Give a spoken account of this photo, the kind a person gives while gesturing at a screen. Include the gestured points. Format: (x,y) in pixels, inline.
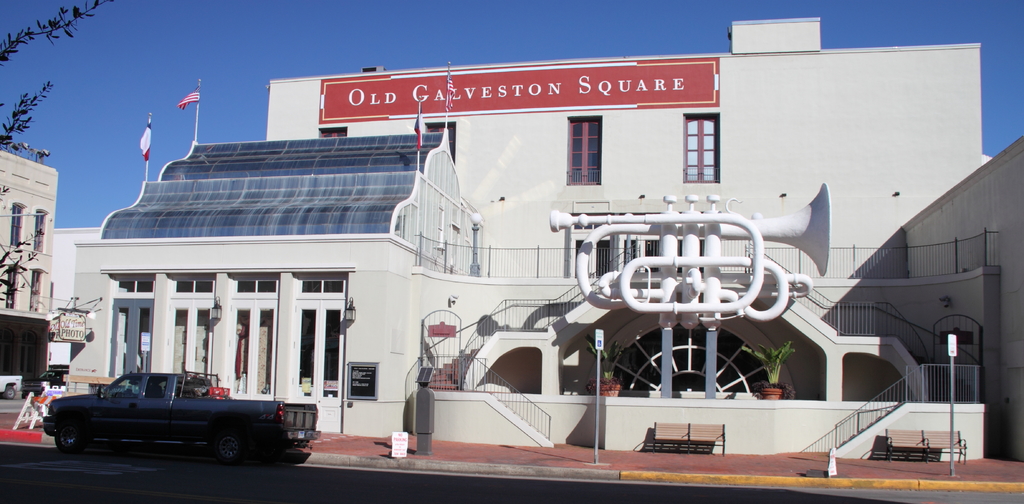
In the center of the image (545,257) we can see a building (217,214), flags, board (540,112), trumpet (688,282), stairs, benches (695,424), plants (767,373), car (188,405), lights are present. At the bottom of the image (608,485) road (608,490) is there. At the top of the image (569,39) sky (534,40) is present.
